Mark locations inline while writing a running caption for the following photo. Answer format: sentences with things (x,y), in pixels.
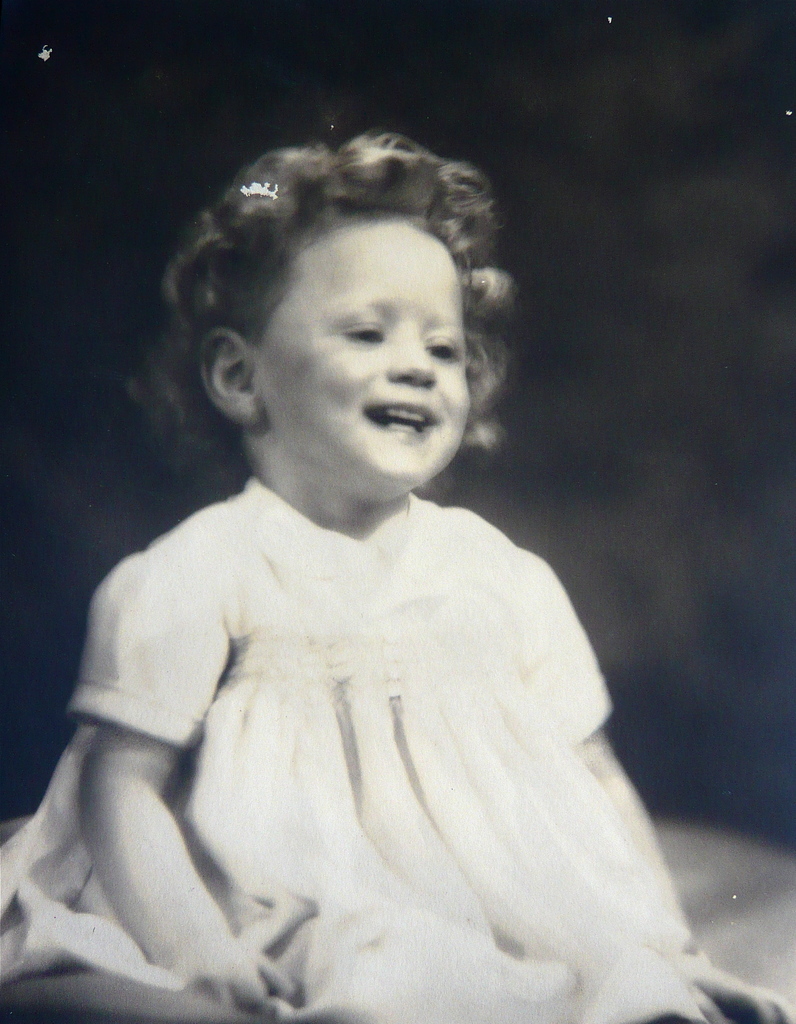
In this image we can see the black and white picture of a child (411,986) sitting on the surface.
